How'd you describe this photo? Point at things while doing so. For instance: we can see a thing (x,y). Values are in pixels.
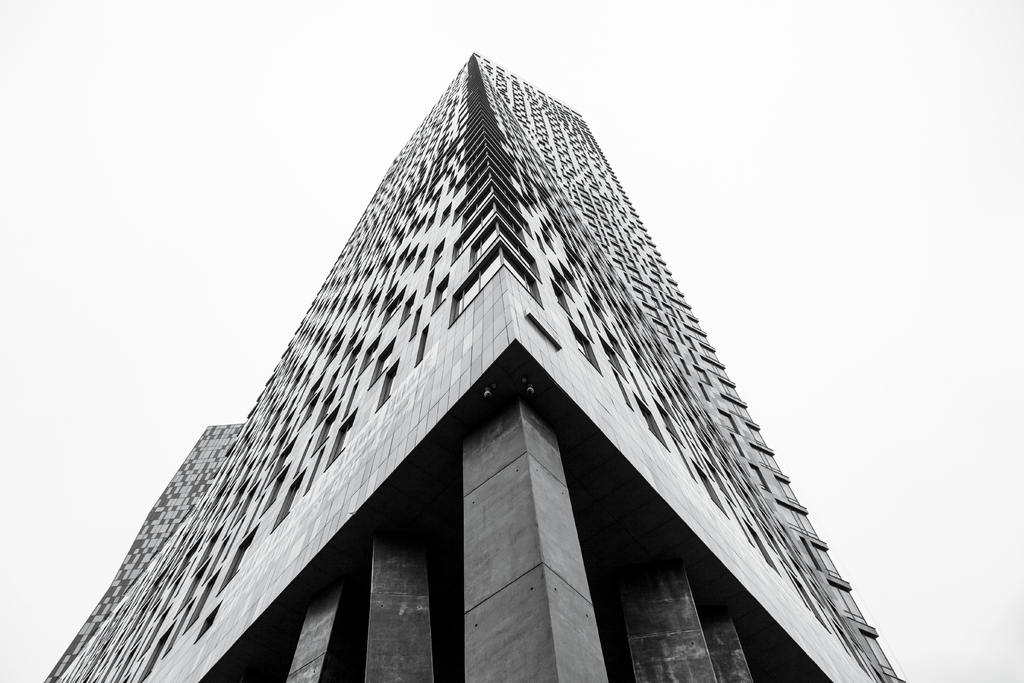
In this image we can see a building (499,395) with pillars (475,559) and a white color background (970,170).
